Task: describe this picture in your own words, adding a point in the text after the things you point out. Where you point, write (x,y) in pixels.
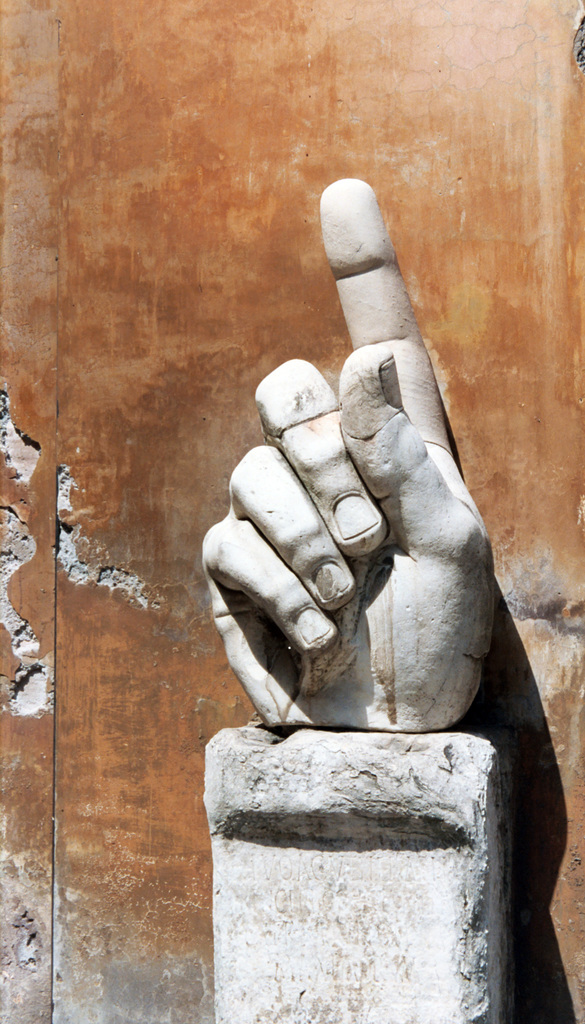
In the picture I can see a sculpture (397,527) of a hand (382,545). In the background (307,220) I can see a wall (213,660). The sculpture (400,520) is white in color.
